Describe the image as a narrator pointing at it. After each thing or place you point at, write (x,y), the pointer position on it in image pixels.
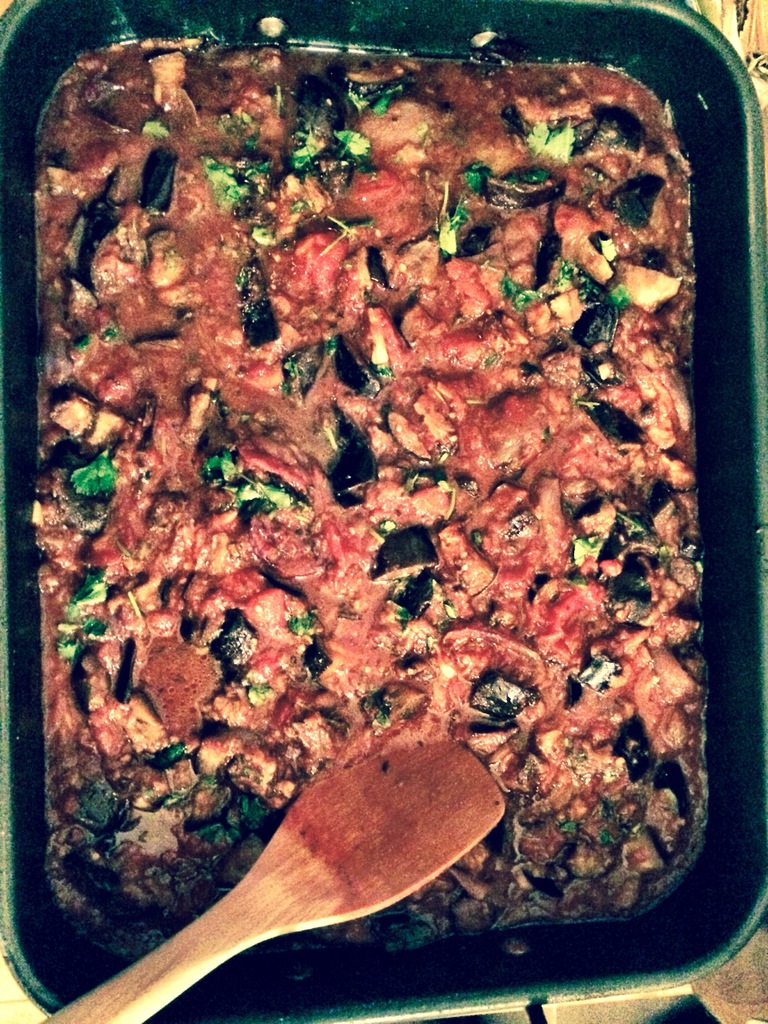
In this picture we can see a spoon (213,930) and food (135,360) in a bowl (239,1013) and on food (526,164) we can see leaves (599,292).
